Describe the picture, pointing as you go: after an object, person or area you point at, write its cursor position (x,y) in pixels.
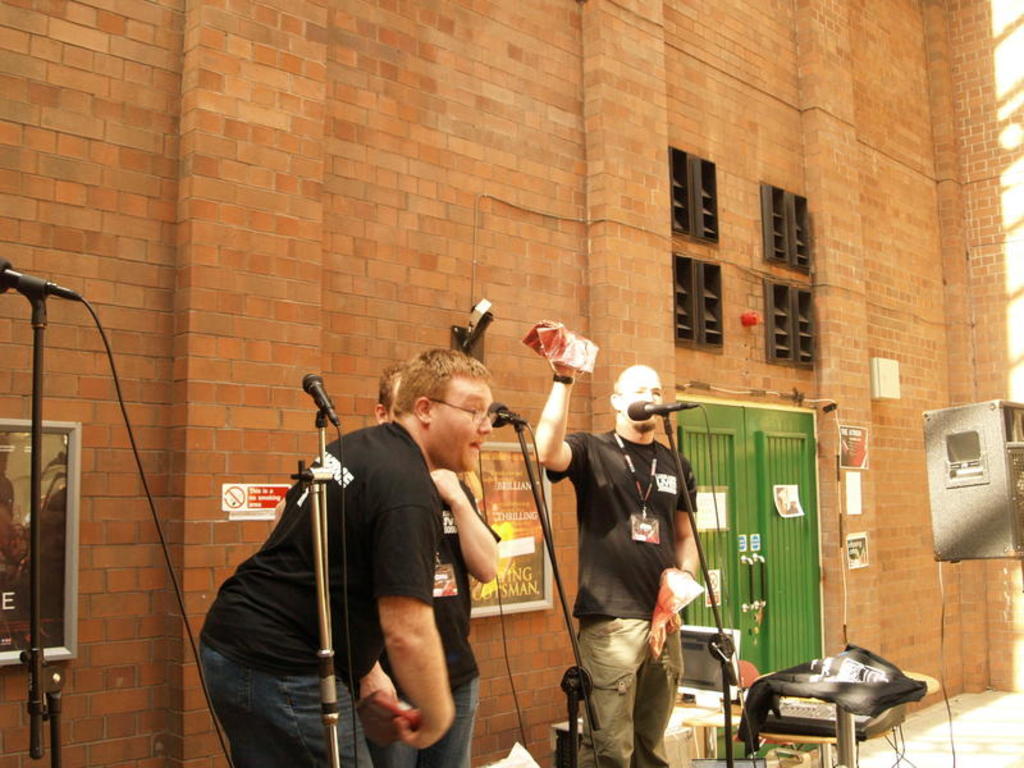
In this image I can see few people (366,577) are standing and I can see all of them are wearing black t shirt (400,591). I can also see two of them are wearing ID cards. Here I can see number of mics (34,485), a table (825,741), a speaker (949,426) and in the background (67,556) I can see few frames (18,639) on wall (256,416), a red colour board (252,505) and green door (736,542).
